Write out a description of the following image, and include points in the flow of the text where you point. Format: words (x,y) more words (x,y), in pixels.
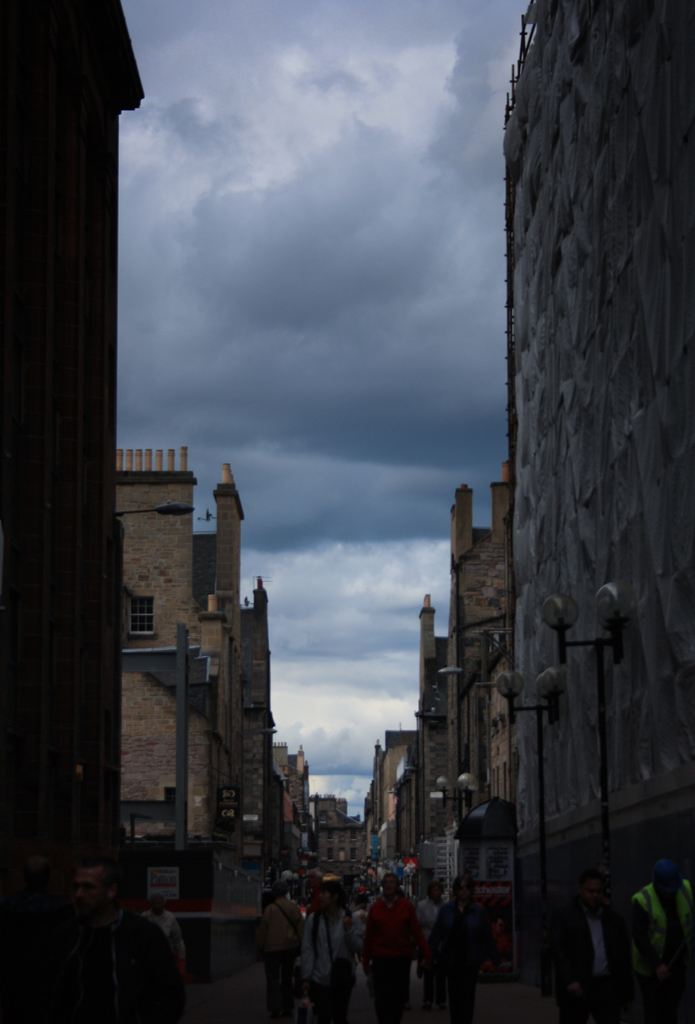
In the foreground of this image (386,996), there are people (405,918) walking on the path (360,983). On either side, there are buildings (462,741). At the top (364,263), there is the sky (338,263).
